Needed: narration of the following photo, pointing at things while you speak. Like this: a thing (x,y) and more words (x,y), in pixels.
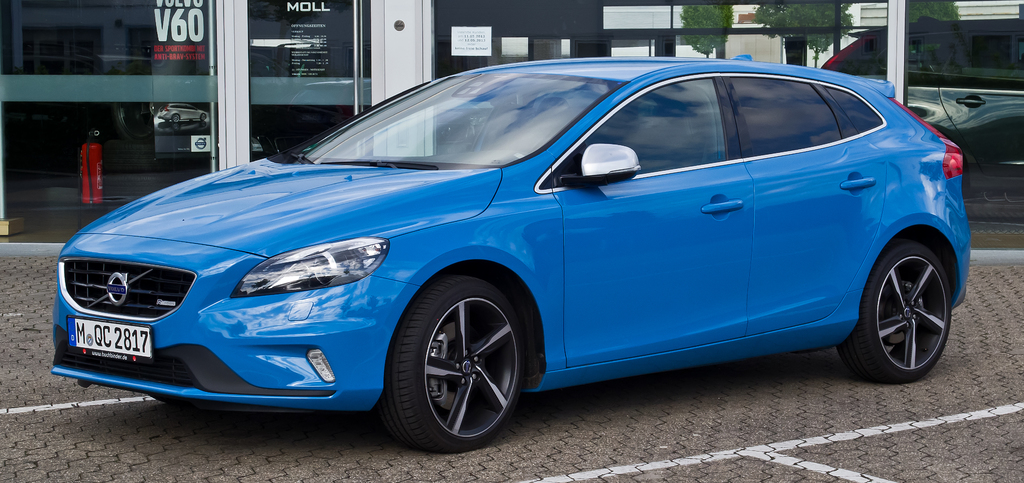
In this image there is a car (582,238), there is a glass door (324,48) truncated towards the top of the image (330,31), there is a glass wall (501,39) truncated towards the top of the image (633,26), there is text (169,19) on the wall (181,29), there is text (292,25) on the door (292,14), there is text (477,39) on the glass wall (518,37), there is text (470,38) on the paper (476,39), there are objects (94,186) on the ground (40,290), there is an object (17,221) truncated towards the left of the image (10,225).
